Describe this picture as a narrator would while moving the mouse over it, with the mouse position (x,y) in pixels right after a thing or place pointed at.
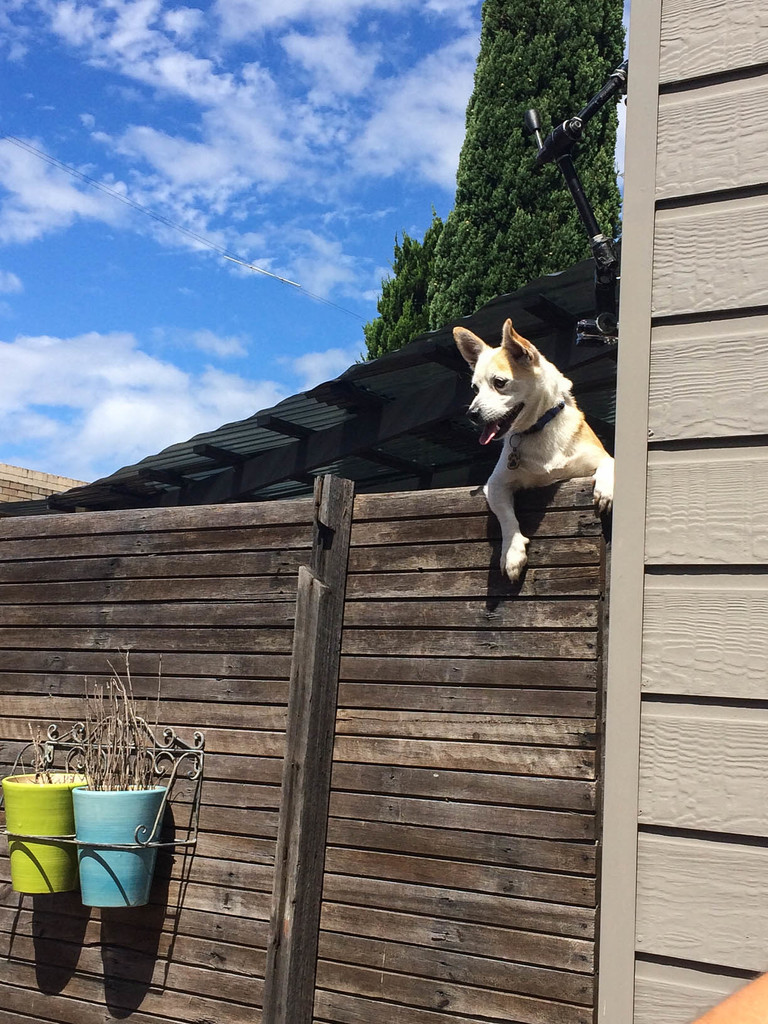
In this image in the front (321,703) there is a wooden fence (351,737) and on the top of the wooden fence (485,768) there is a dog (557,438) and in front of the wooden fence (213,792), there are pots (52,808) which are hanging. In the background (263,424) there is a shelter (271,437), there are trees (400,276) and the sky (234,242) is cloudy.
